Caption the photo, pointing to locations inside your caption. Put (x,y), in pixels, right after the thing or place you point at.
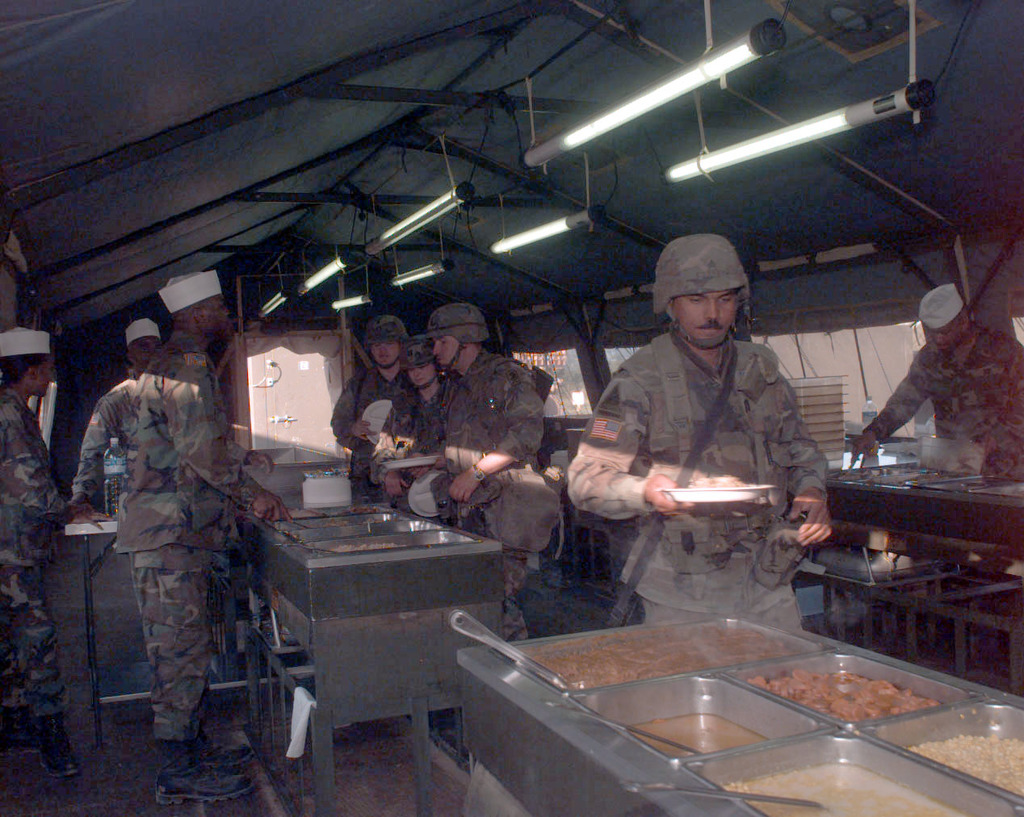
In this picture we can see there are a group of people (93,470) standing and some people (388,433) are holding the plates (758,495) and in between the people (575,464) there are some food items (654,661) in the bowls (716,708). Behind the people (426,412) there is an object (288,353) and at the top (648,93) there are lights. On the left side of the people (144,448) there is a bottle (113,450) on the table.
